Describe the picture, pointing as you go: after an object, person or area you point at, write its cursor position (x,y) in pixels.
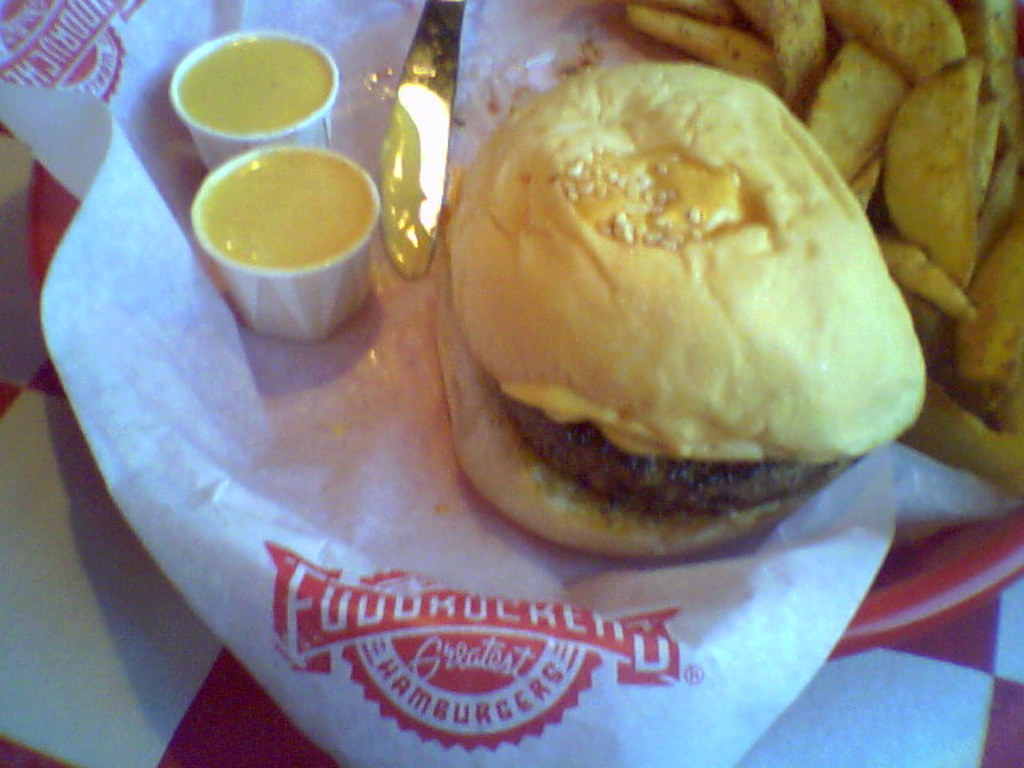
In this image, I can see a burger (637,338), french fries (883,118), two cups (369,223) of sauce (260,130), a knife (429,52) and paper (245,424), which are on a plate (912,592). This plate (934,599) is placed on an object (144,652).
